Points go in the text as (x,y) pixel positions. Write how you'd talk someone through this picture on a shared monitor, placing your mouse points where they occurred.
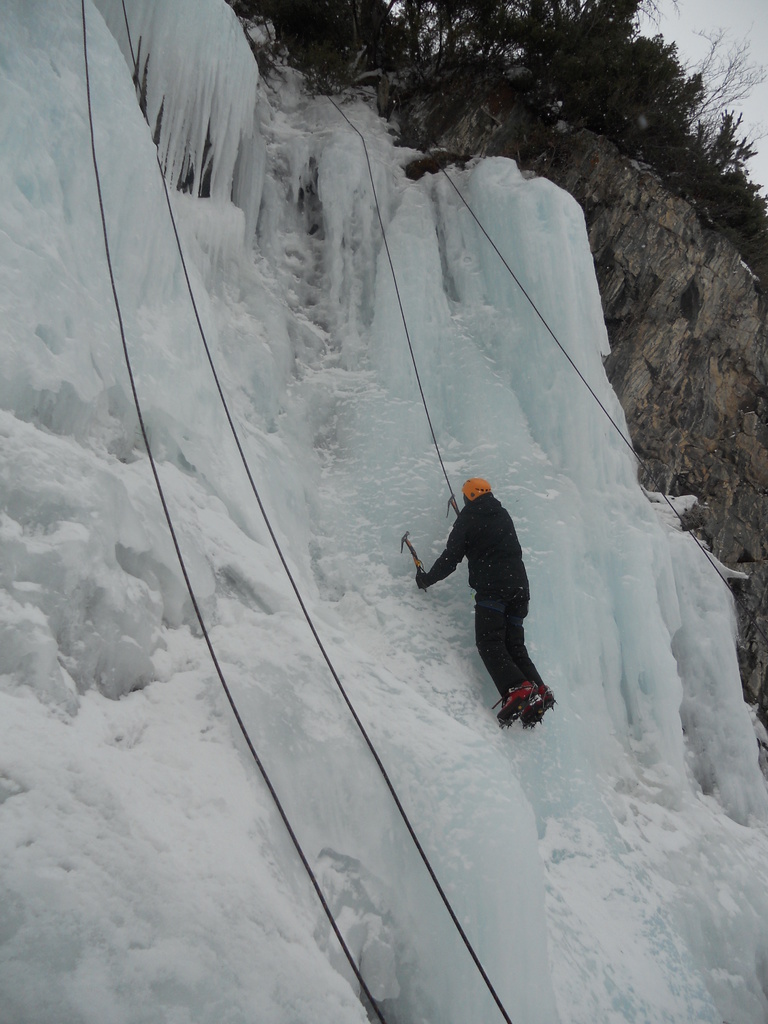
In this image there are mountains (432,527). To the left (138,438) there is the ice (209,578) on the mountain (207,443). There are ropes (596,398) hanging on the mountain (376,439). In the center (482,604) there is a person (507,616) climbing the mountain (366,435). The person (473,534) is holding ice hammers (449,510) in the hand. In the top right (564,81) there are trees (593,98) on the mountain (690,232). Behind the trees (597,92) there is the sky (696,44).
